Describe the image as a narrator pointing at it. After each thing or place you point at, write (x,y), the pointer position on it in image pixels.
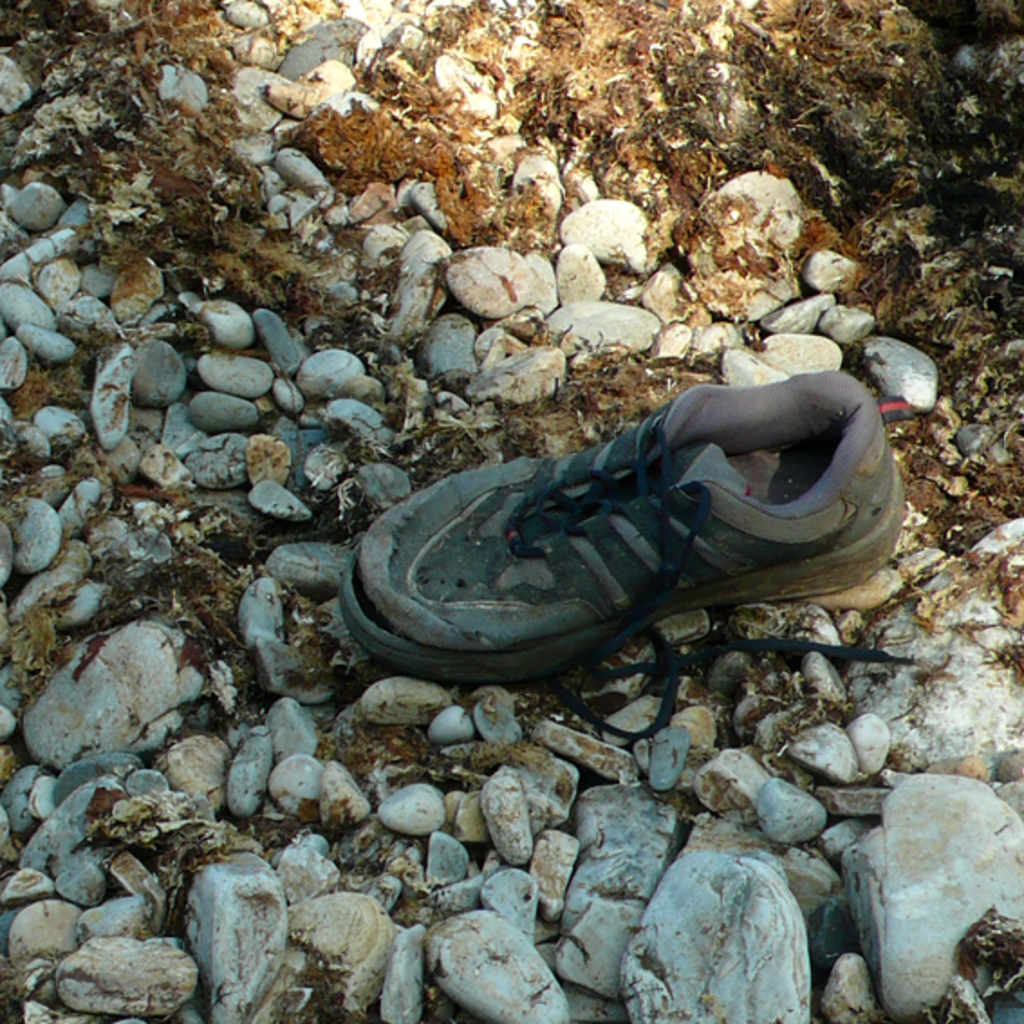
In this image we can see a shoe (643,468). On the ground (414,673) there are stones (563,284).
